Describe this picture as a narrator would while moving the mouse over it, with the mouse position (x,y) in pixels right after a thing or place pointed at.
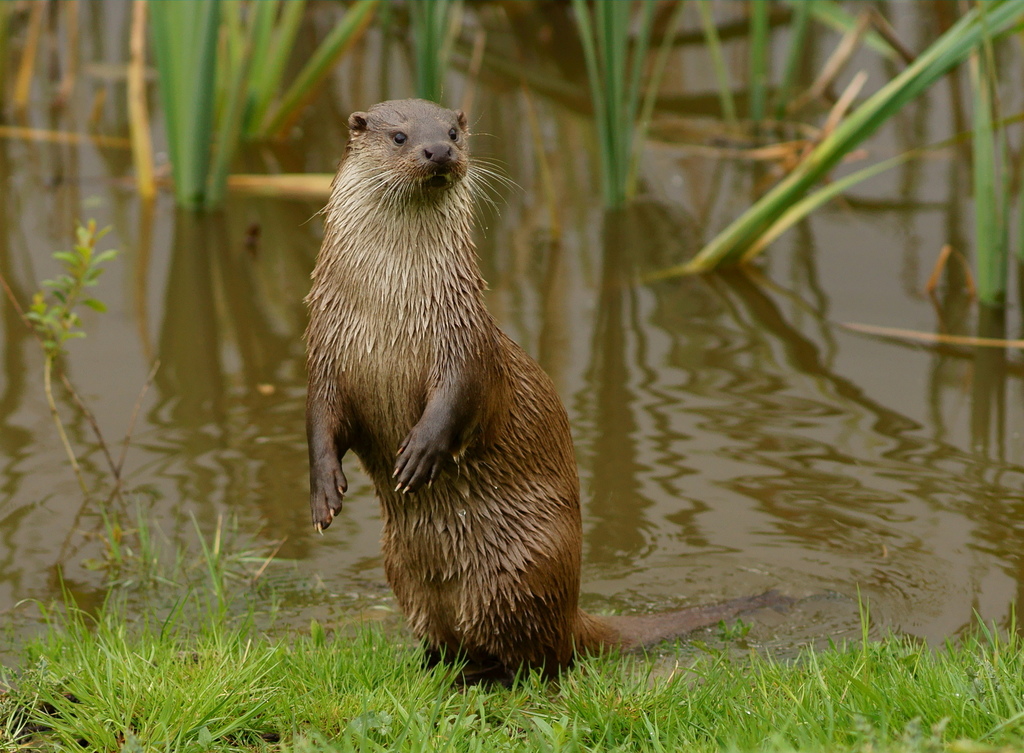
Here we can see an otter (391,188) standing on the ground (418,672). In the background (275,106) we can see plants (226,60) in the water (629,599) and this is grass (300,705) at the bottom (296,714).
